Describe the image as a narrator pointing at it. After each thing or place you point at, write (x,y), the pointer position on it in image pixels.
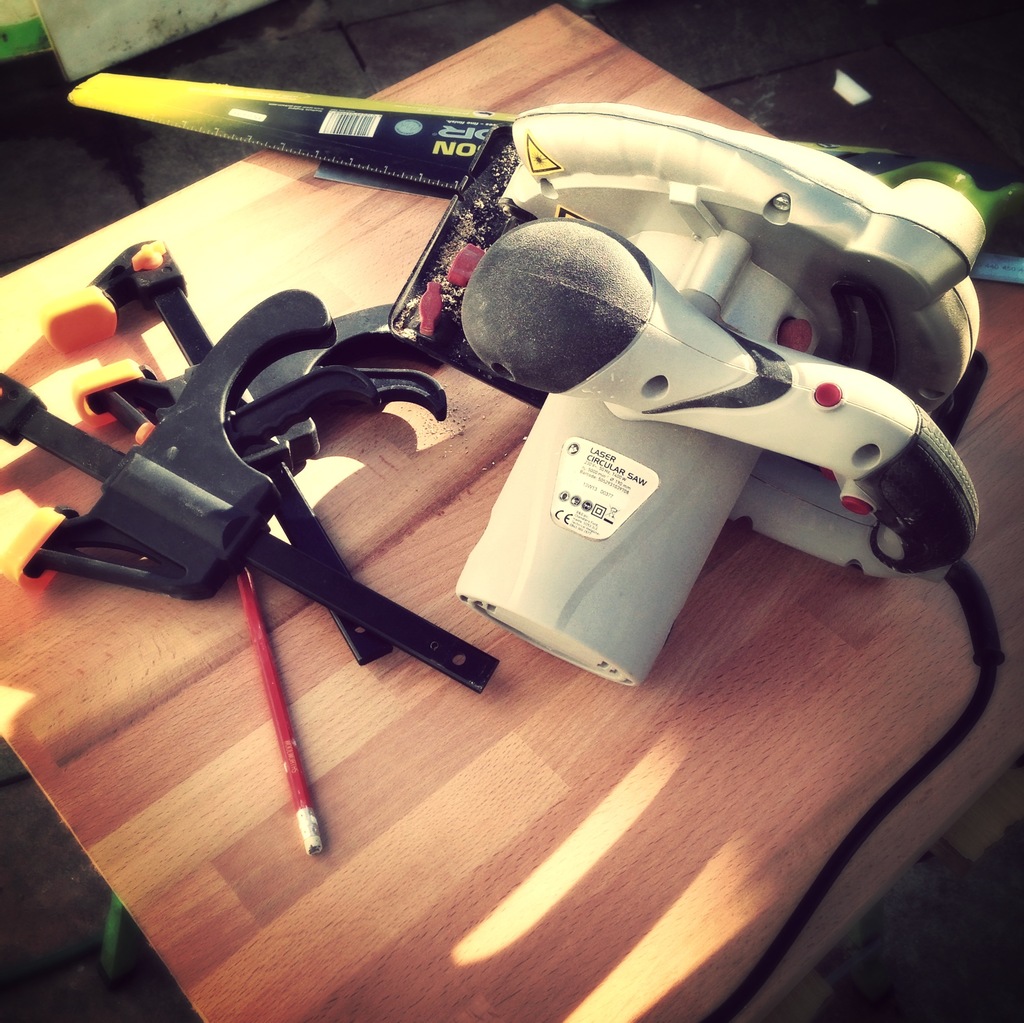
In this picture I can see few things (429,172) on the brown color surface (84,587) and I can see stickers (596,463) on which there is something written.
